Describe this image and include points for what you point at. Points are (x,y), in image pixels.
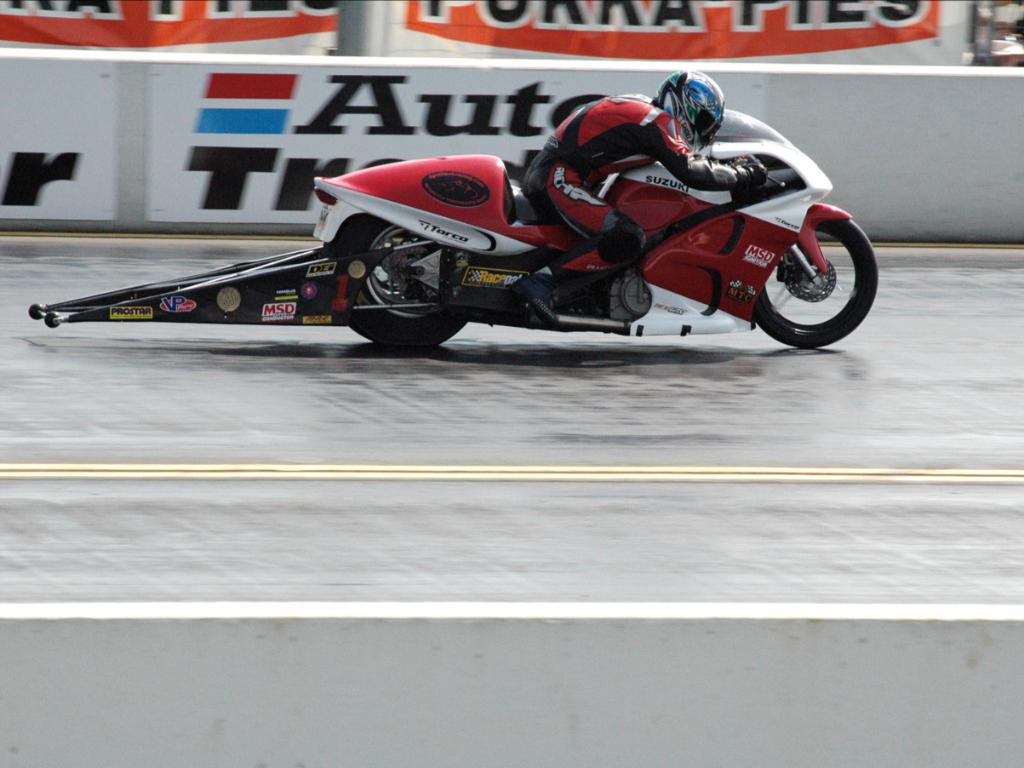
In the image we can see a person (554,182) wearing clothes (579,260) and riding on the two wheeler (498,273). Here we can see the road (527,449) and white lines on it. Here we can see the poster (569,13) and the text (248,156).
